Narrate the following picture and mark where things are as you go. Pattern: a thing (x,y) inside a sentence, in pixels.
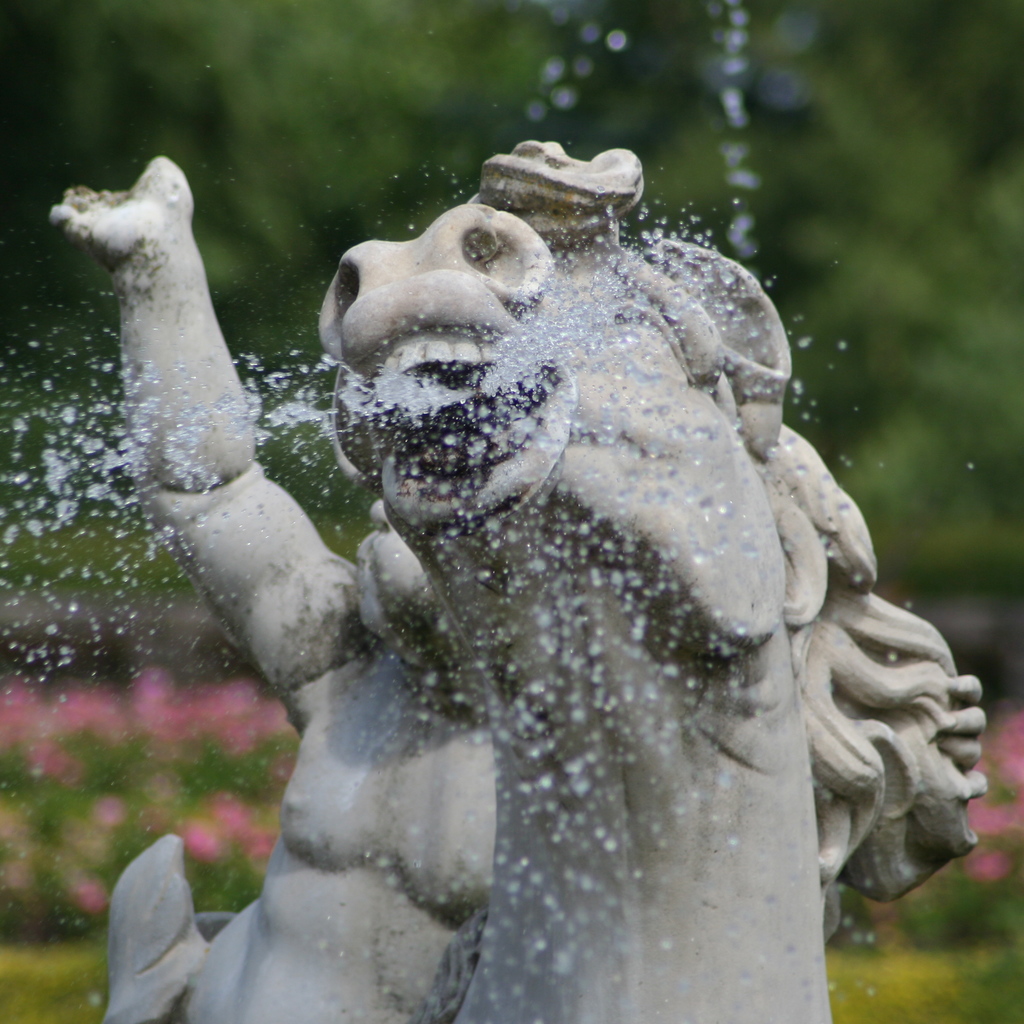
In this image we can see water (590,340) coming out from a sculpture (513,642), there are trees (229,204), plants (217,784), and flowers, also the background (846,211) is blurred.
